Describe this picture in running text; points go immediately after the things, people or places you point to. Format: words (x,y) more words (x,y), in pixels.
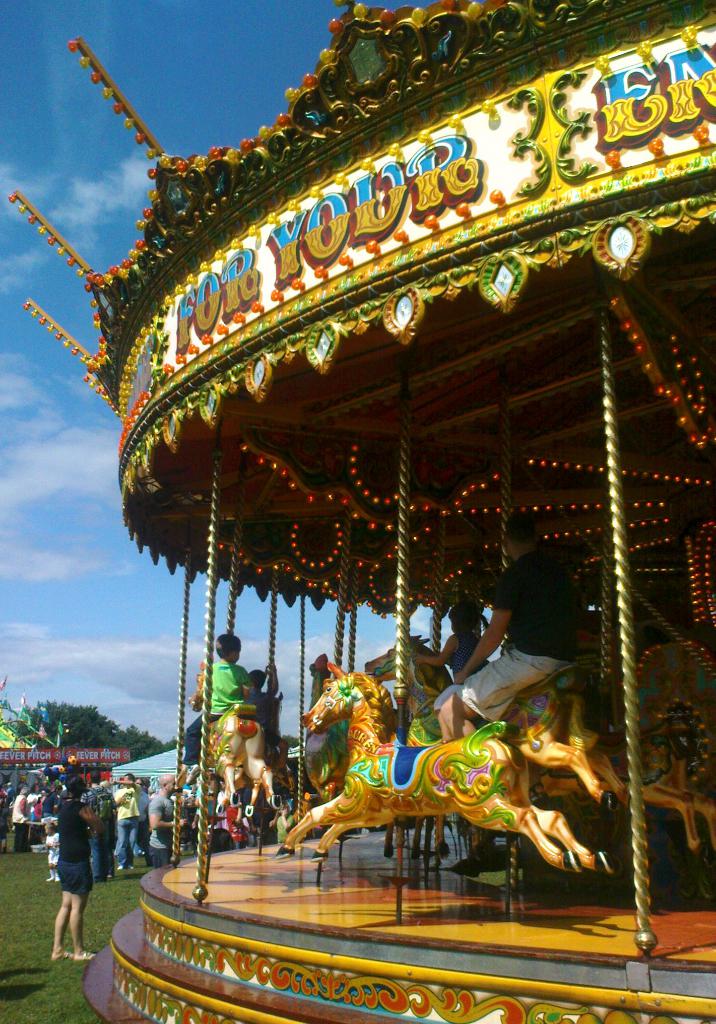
In this image, we can see people (70,774), trees (86,716) and there are fun rides (272,622) and there are some people (464,679) sitting on them. At the top (80,86), there are clouds (90,561) in the sky (120,595).
